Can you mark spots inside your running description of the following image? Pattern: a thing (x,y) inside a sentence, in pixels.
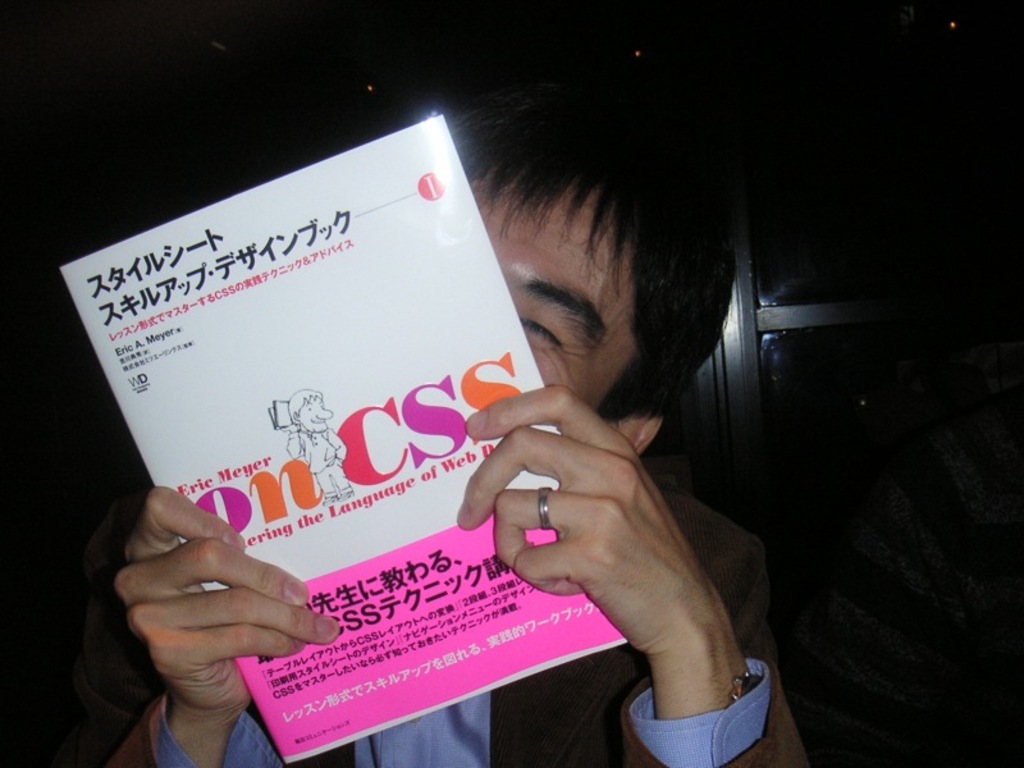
A man (135,723) is holding a book (465,381) in his hand (472,429), this book (433,677) is in white and pink color.
